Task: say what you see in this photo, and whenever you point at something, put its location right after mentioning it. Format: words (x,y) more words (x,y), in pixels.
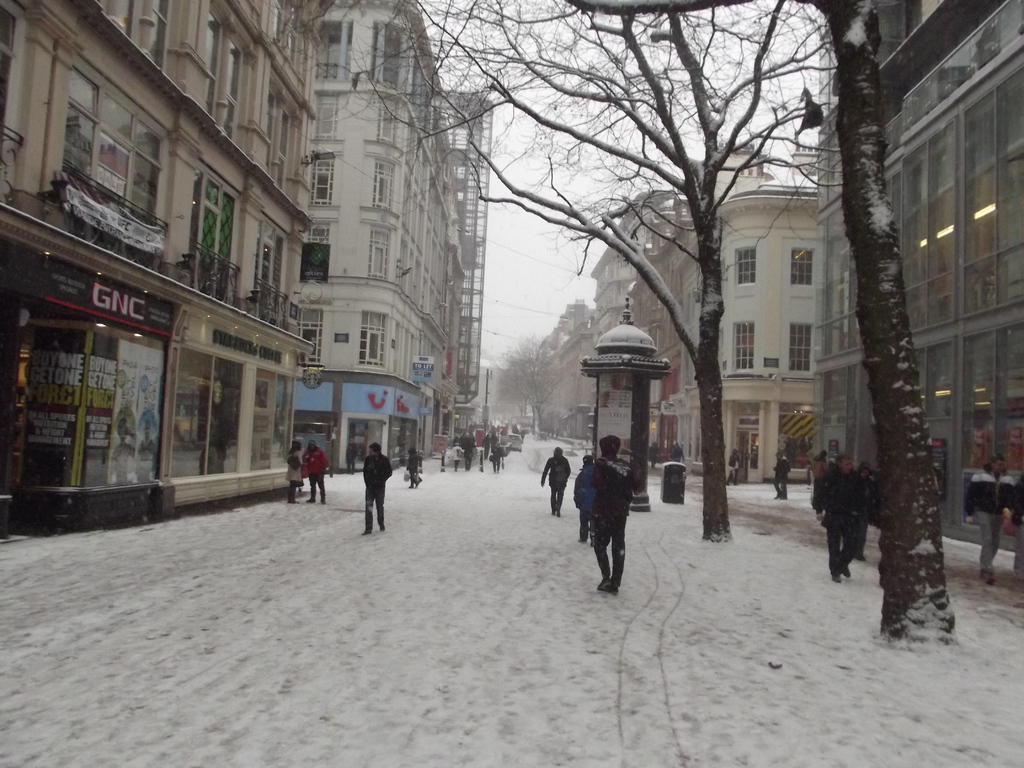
In this picture there are buildings (836,433) on the right (725,314) and left side of the image (336,407), there is snow (505,522) at the bottom side of the image (562,571) and there are people (616,471) on the right (746,463) and left side of the image (305,472), it seems to be the road side view, there are trees (709,306) on the right side of the image (705,3).
